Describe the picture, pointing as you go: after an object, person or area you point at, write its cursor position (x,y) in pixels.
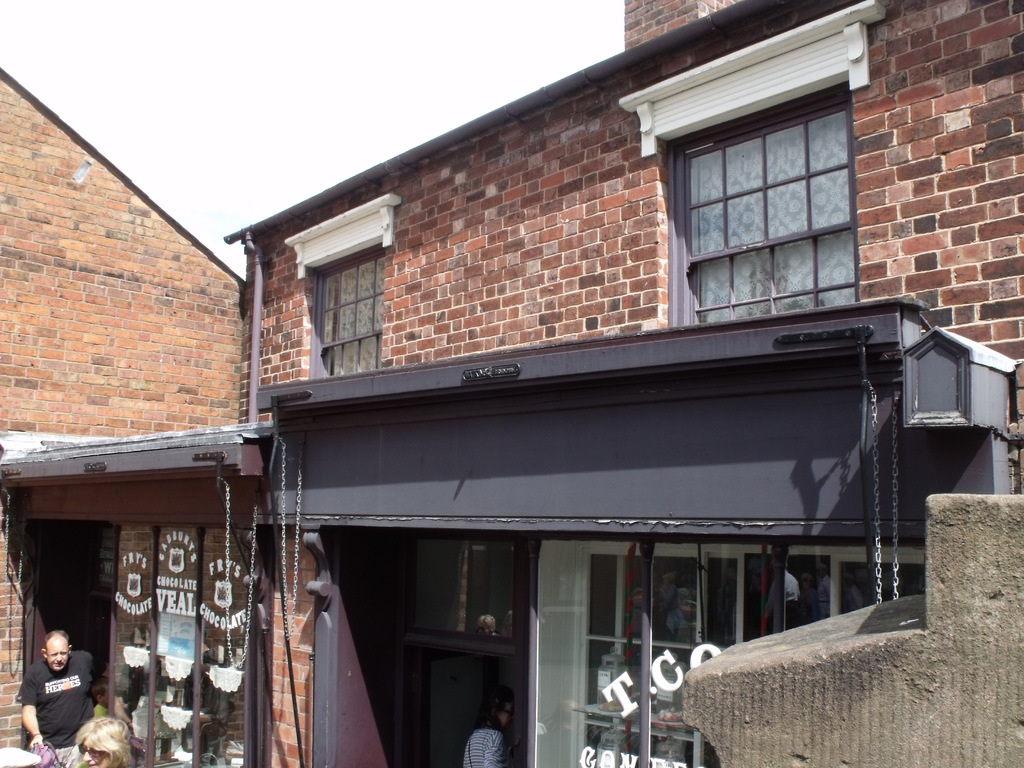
In this image in the center (582,266) there are some buildings (197,348), at the bottom (222,670) there are some people (84,674) glass windows (583,661) and some boards (196,508) and also we could see some chains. On the top of the image (291,90) there is sky (312,132).
